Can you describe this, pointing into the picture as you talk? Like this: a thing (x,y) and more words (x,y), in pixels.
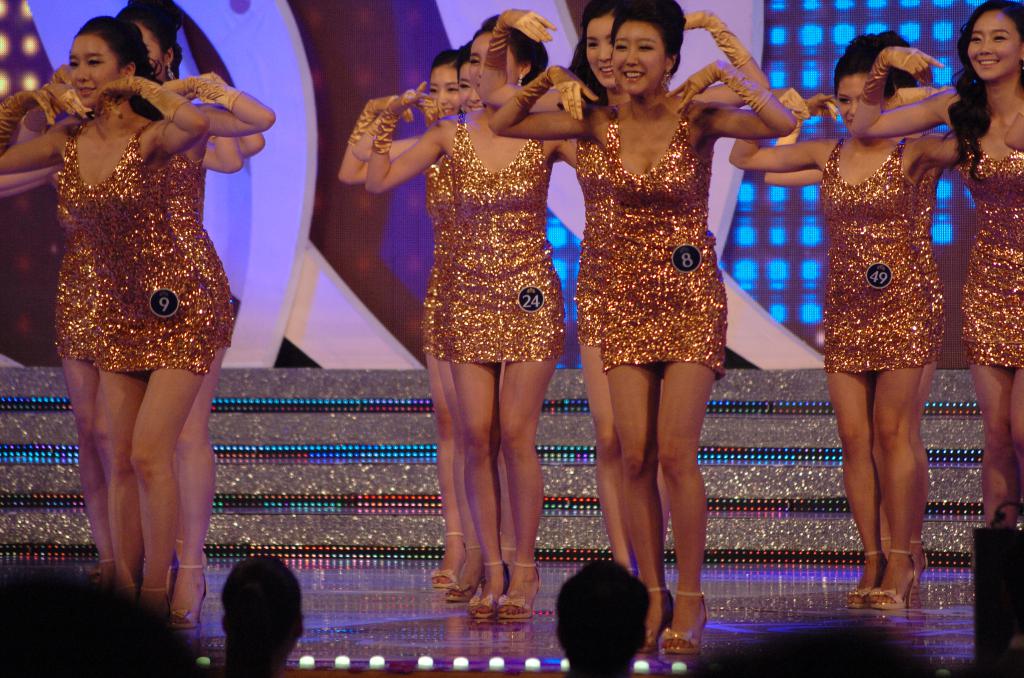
In this image I can see few people (599,152) are standing and wearing gold color dresses (660,217) and they are on the stage (302,565). I can see the colorful background (339,248). In front (264,564) I can see two people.
